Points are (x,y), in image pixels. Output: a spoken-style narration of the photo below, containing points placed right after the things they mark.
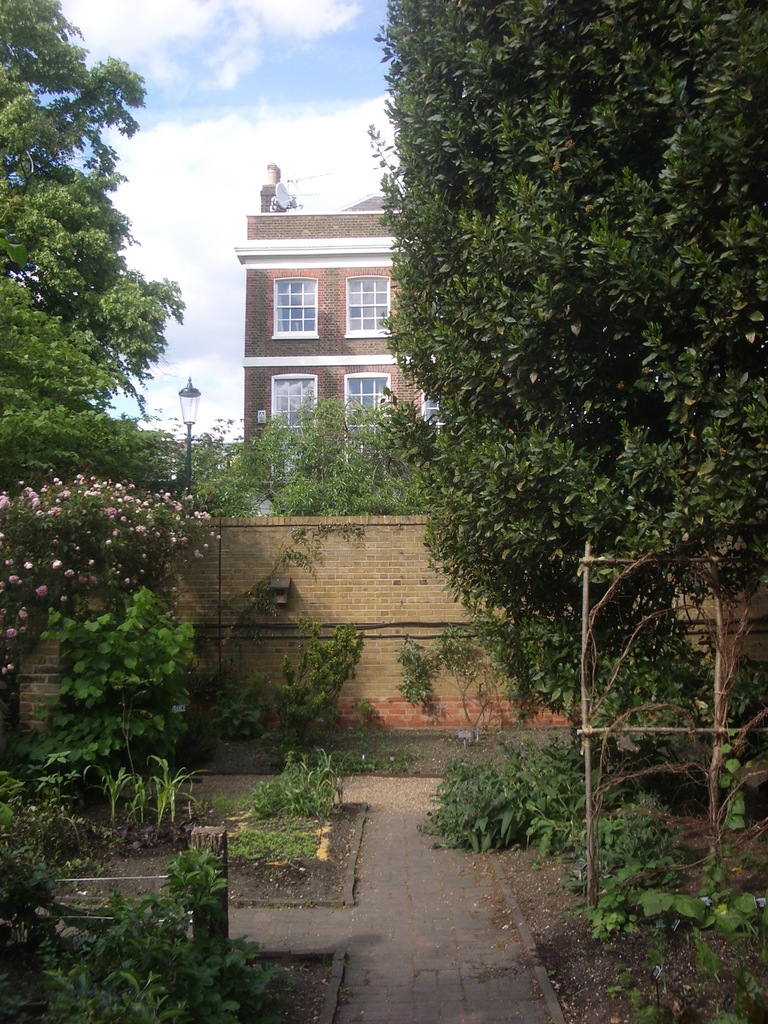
In the background (270,292) we can see the sky (311,8) and a building (262,229). In this picture we can see trees (322,448), light pole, plants (10,774), flowers (154,542), objects (713,781), satellite dish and wall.
